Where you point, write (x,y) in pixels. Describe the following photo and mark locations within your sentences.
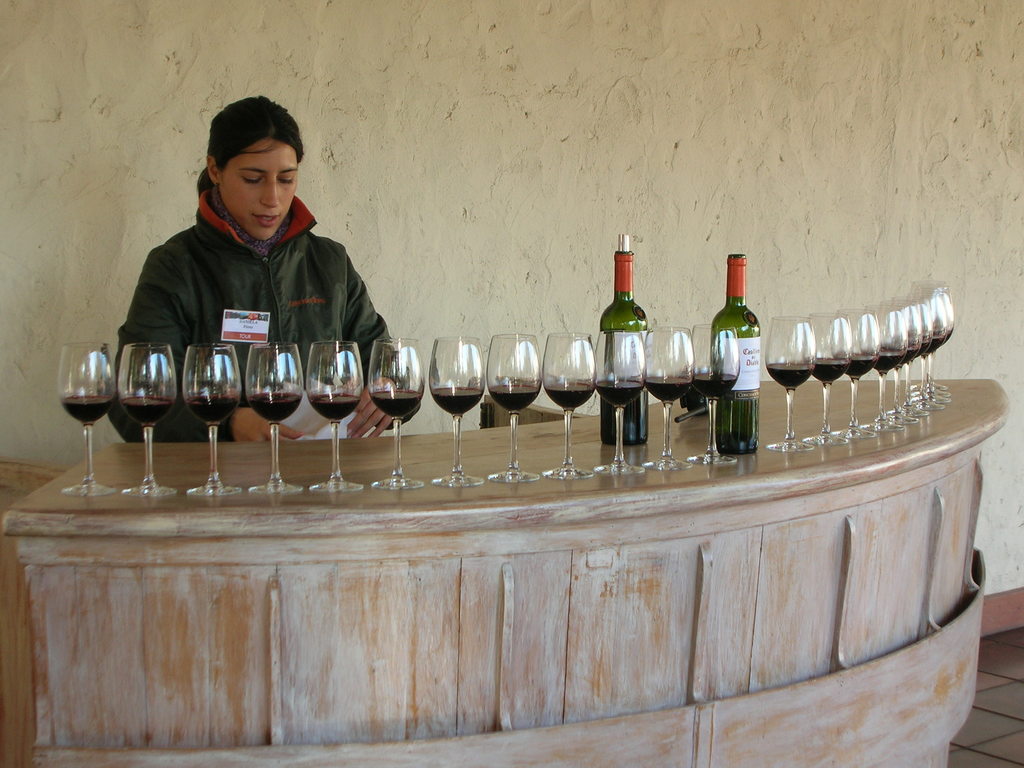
In this image i can see a woman (285,296) is standing in front of a table (358,535). On the table (335,549) i can see there is a few glasses (791,363) and two glass bottles (637,399) on it.
